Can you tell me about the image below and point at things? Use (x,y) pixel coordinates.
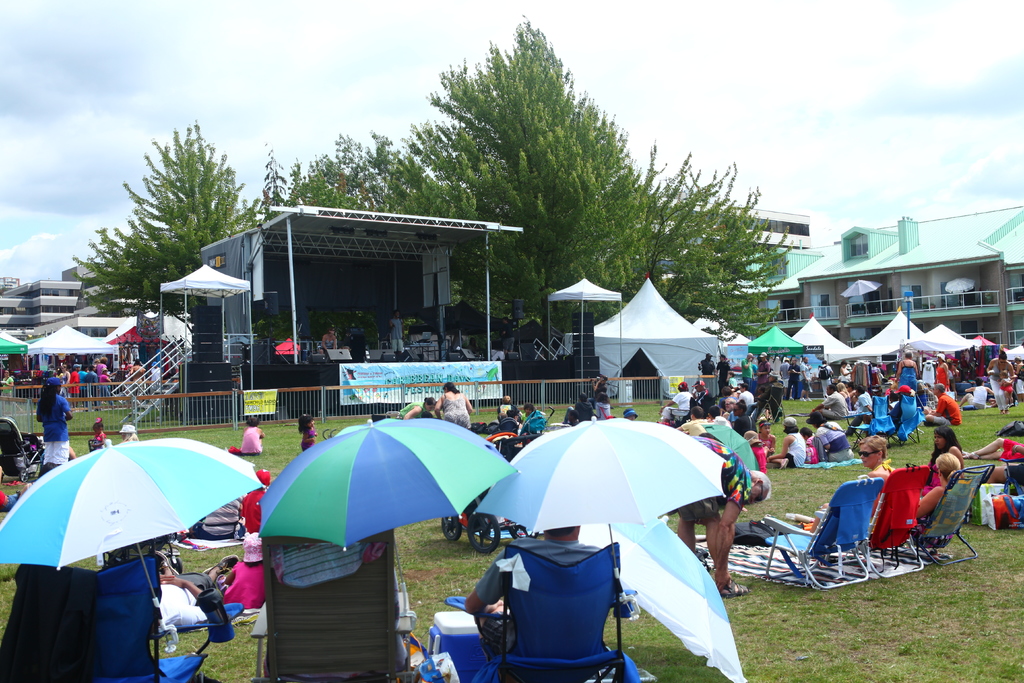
Here in this picture in the middle (413,291) we can see a stage (346,348), on which we can see people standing and sitting over there and in front of that we can see a ground (81,439), which is fully covered with grass (650,658), on which we can see number of people (768,436) sitting on the ground (771,468) and chairs (780,540) with umbrellas (348,458) covered over them and on the right side (709,334) we can see tents (661,311) present all over there and we can see trees (212,212) and plants (216,227) present here and there and in the far we can see buildings (51,309) present and we can see clouds (374,56) in the sky (815,91).
